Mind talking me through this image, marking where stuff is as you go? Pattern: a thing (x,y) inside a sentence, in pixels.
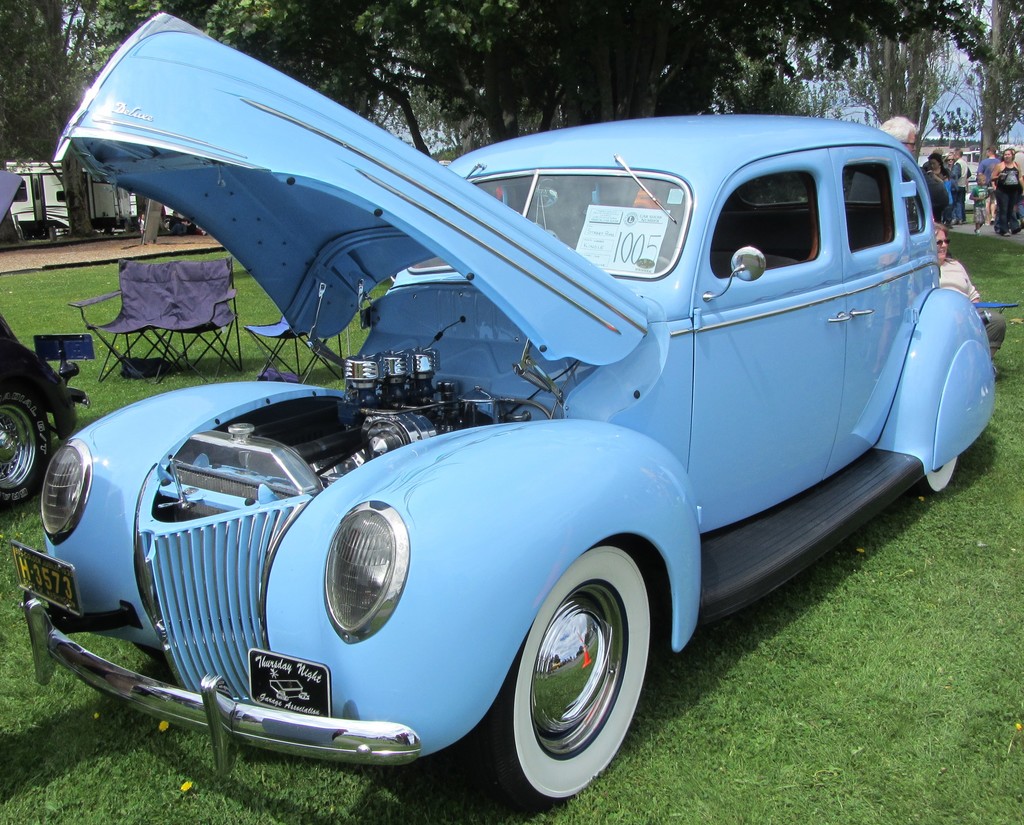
There is a car (629,346). There is a poster (636,270) in the car (626,281). On the ground (907,707) there is grass (713,714). Also there are chairs (225,305). In the background (435,99) there are trees (756,41) and there are many people (951,167). On the right side (999,169) there are many people (999,169).
